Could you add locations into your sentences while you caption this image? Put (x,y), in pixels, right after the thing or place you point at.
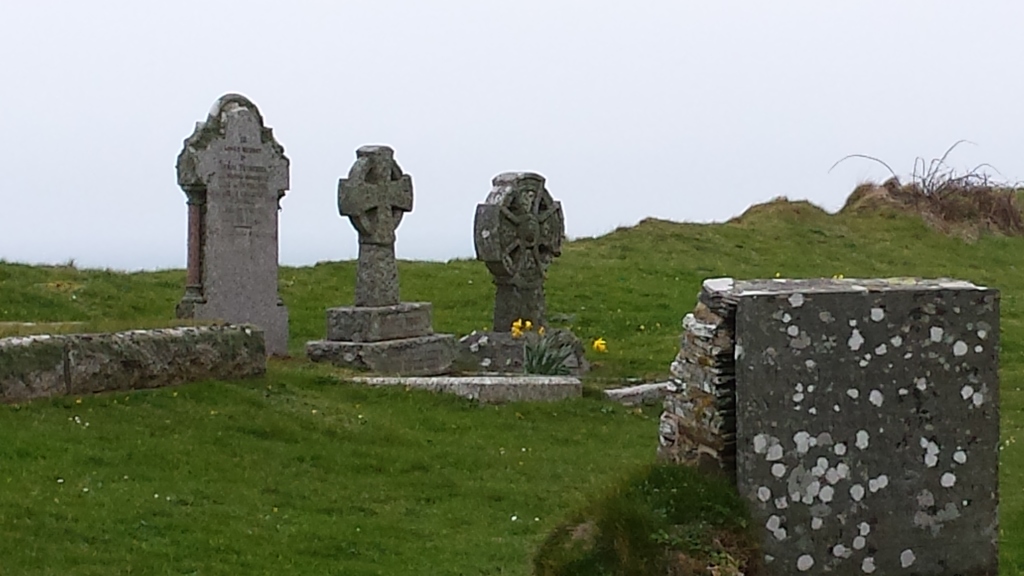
On the left (246,236) we can see a stone carving (257,222) and sculptures (282,302) on the grass (202,460) on the ground (352,443) and there is a plant (559,370) with flowers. In the background (777,160) we can see sky (550,68). On the right (892,441) there are stones (969,326).
